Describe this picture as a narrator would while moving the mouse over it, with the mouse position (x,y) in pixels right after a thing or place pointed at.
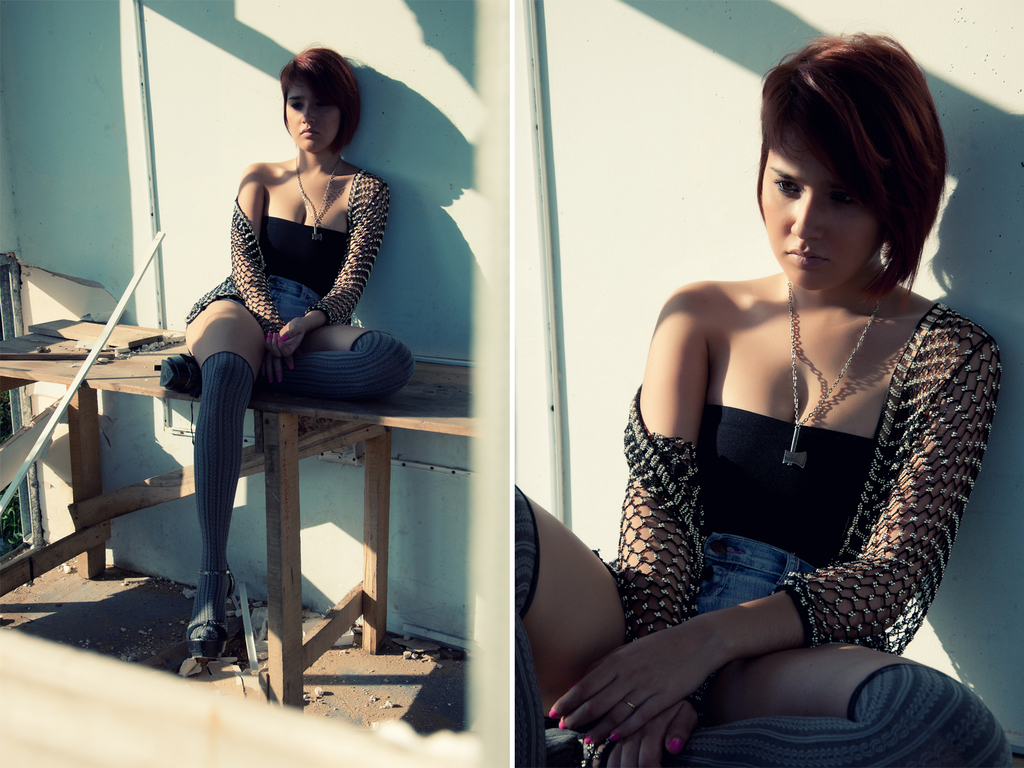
This image consists of a girl (389,388) wearing a black top (309,281) and shorts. At the bottom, there is a floor (211,674). She is sitting on a wooden table (252,458). In the background (535,53), there is a wall (630,321). This image is edited and made as a collage.
